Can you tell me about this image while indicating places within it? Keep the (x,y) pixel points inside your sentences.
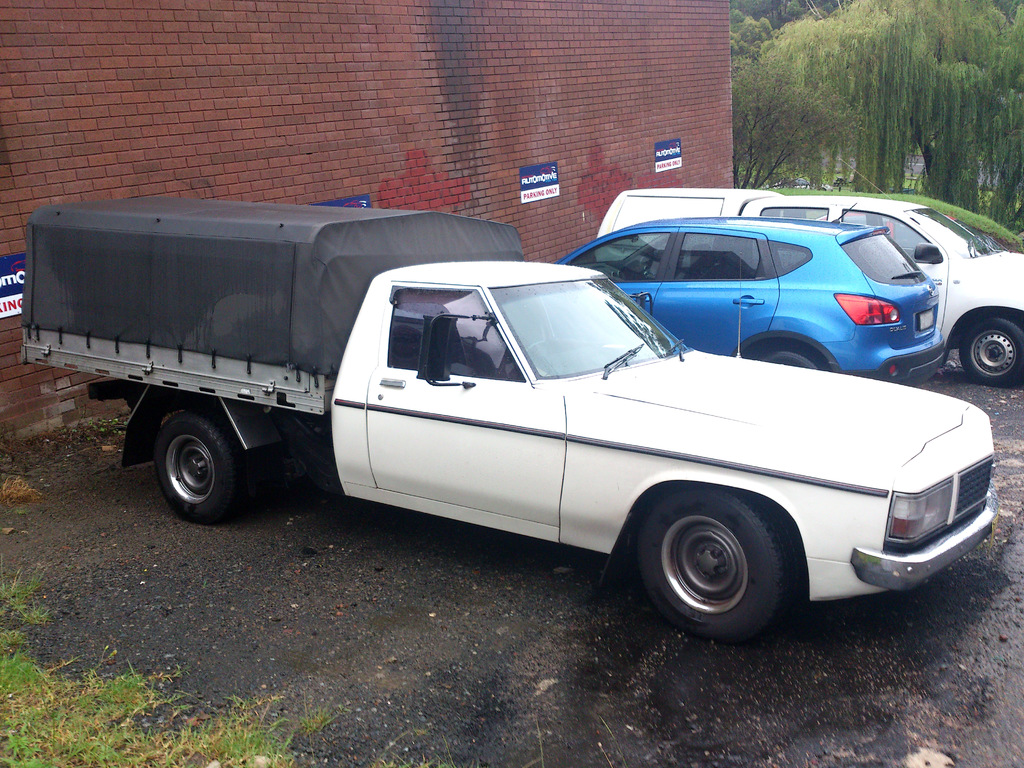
In the center of the image (592,292) we can see a few vehicles (728,315) in different colors. In the background (756,120) there is a wall (236,129), banners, trees (735,98), grass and a few other objects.
